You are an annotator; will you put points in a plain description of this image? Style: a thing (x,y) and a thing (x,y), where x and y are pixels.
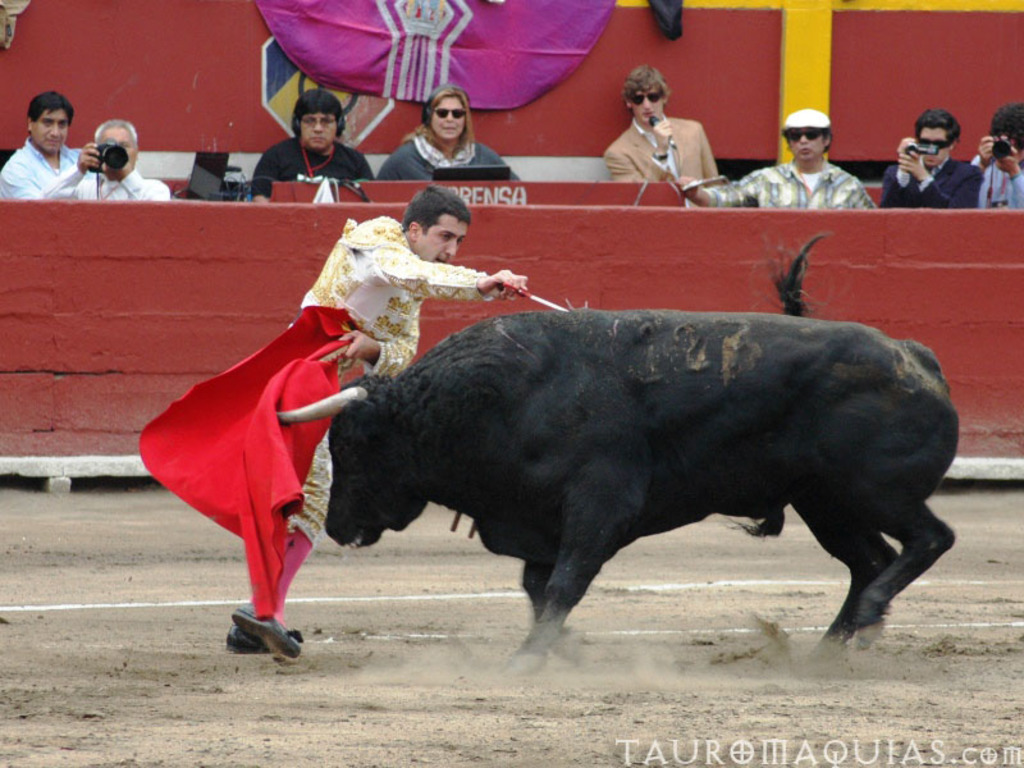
In the image we can see there is a bull (561,508) standing on the ground (410,570), there is a man (412,255) standing and holding stick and red colour cloth (210,440) in his hand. The ground (150,510) is covered with mud (146,494) and behind there are spectators (941,157) standing and watching them. Few people (87,152) are holding cameras (103,164) and video camera (917,146) in their hand (908,159). There is a man (622,150) standing and holding mic (654,120) in his hand (660,137).
